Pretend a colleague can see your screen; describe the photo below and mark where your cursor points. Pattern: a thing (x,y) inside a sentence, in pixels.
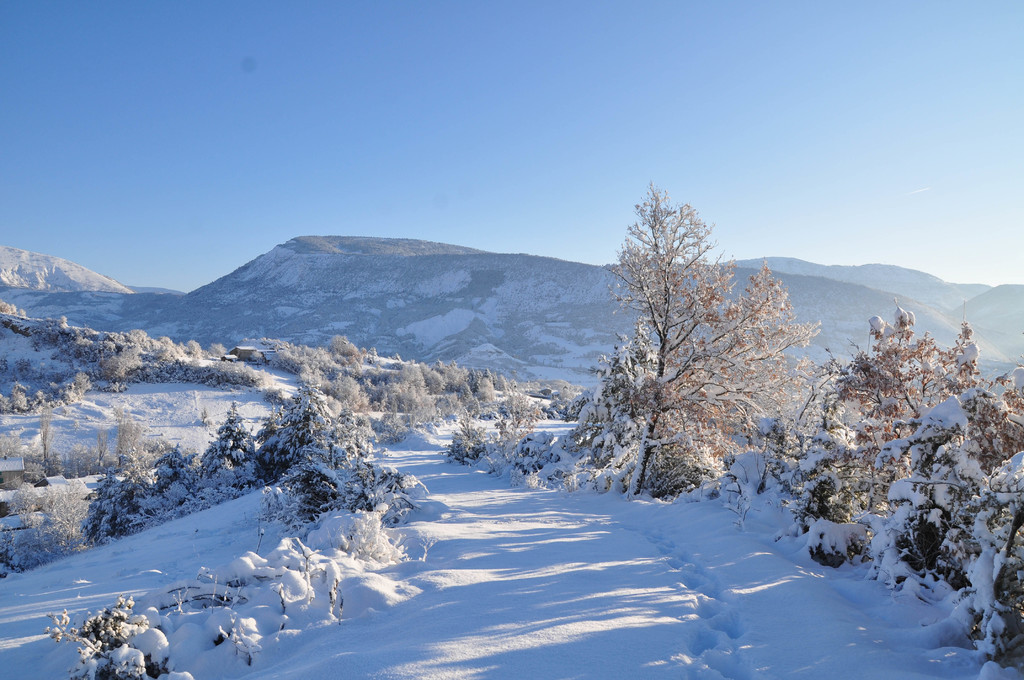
In the foreground of the image (598,634) we can see snow (632,672). In the middle of the image (477,425) we can see trees (654,388) and hills (568,287) covered with snow (419,332). On the top of the image (422,114) we can see the sky (510,93).
